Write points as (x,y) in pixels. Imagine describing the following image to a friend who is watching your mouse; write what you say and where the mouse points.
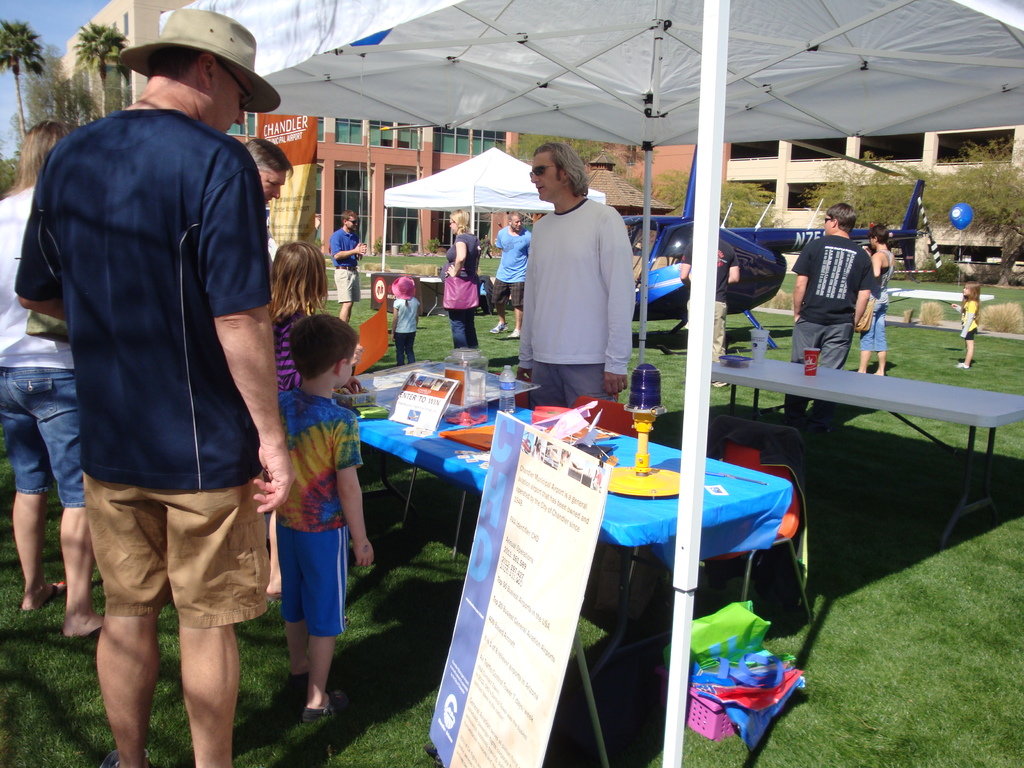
On the left side of the image (143,435) we can see a man (201,360) standing on the grass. This is the helicopter (743,296). There is a tent (455,40) under which there is a table (635,456). In the background (88,91) we can see trees (54,79) and buildings (358,143).
